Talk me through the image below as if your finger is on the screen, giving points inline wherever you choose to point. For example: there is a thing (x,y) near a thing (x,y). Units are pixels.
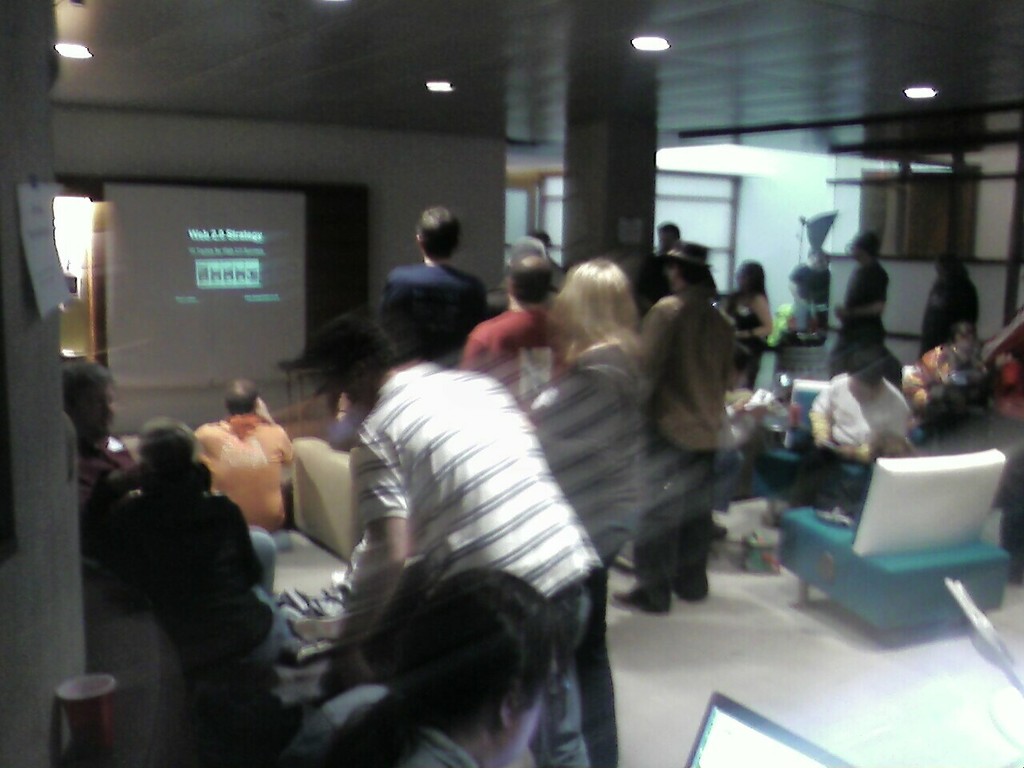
As we can see in the image there are few people (658,318) here and there, bench (876,508), wall (467,245), screen (241,341), lights (72,43) and poster (44,287). In the front (774,752) there is a laptop (703,734).
